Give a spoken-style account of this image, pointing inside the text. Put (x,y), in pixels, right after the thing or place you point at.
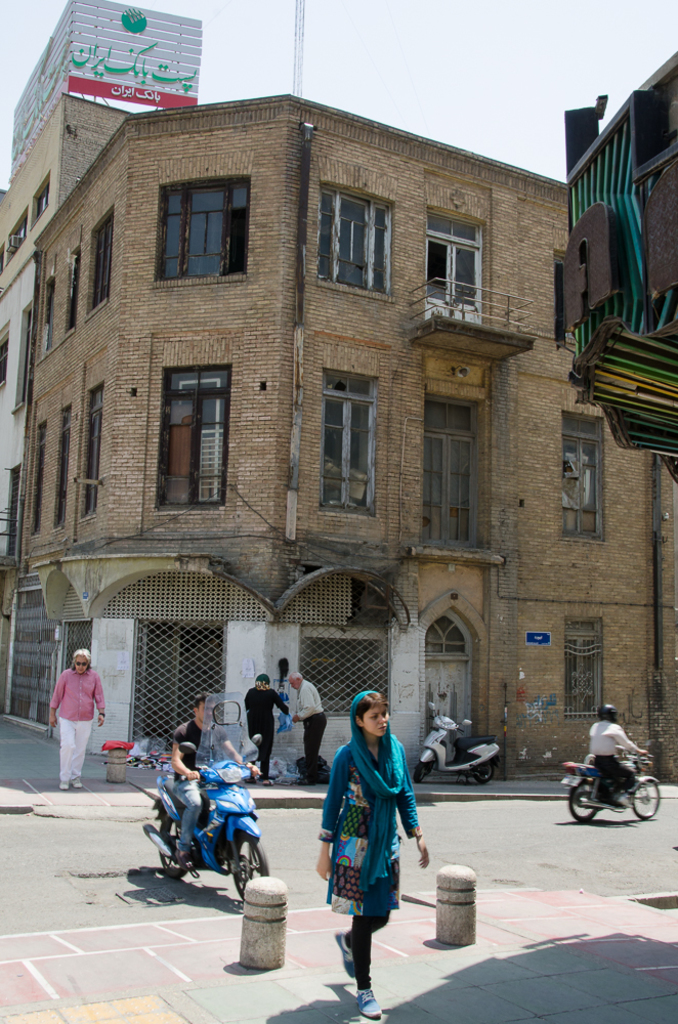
In the image we can see there is a huge building (541,435) and on the road (301,887) there are people (361,890) who are standing and the person (198,801) is riding on the scooter (240,830).
